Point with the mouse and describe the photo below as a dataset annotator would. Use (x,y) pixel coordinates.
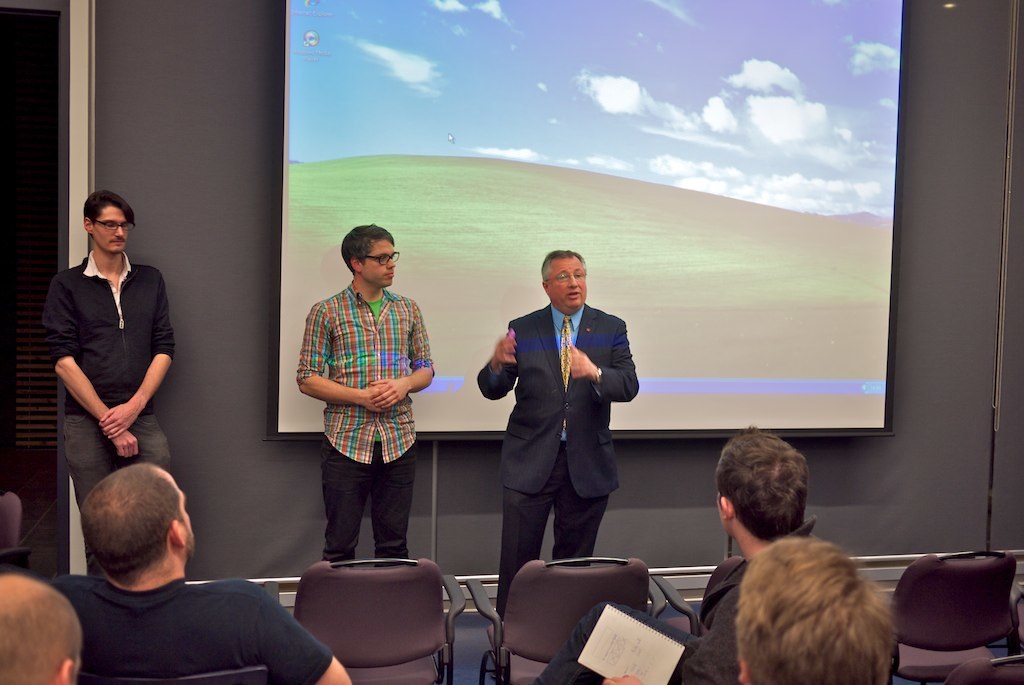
In this picture we can see few people (732,588) are seated on the chair (396,647), in front of them we can see few people (302,377) are standing and a projector screen (719,208).
